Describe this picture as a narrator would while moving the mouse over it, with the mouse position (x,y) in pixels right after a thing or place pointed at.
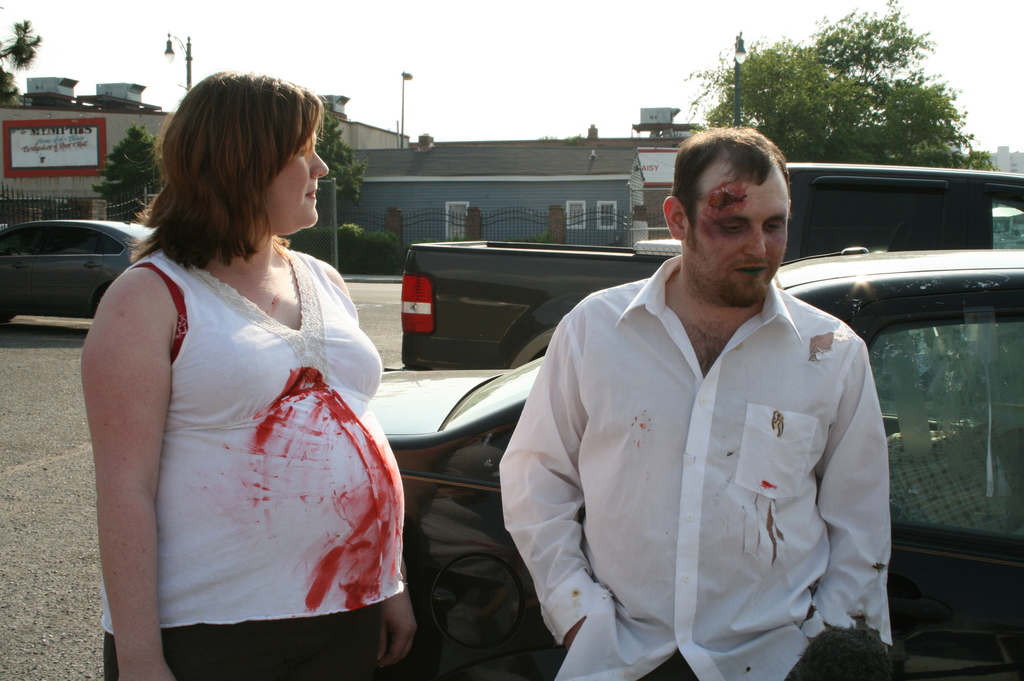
In this picture there is a woman (320,316) who is the wearing t-shirt (260,497) and jeans (269,640). Beside her there is a man (651,407) who is wearing shirt (682,536) and trouser (653,673). Both of them are standing near to the car (925,410). In the back (599,262) I can see the truck (476,259) and other vehicles (88,267) on the road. In the background (389,152) I can see the building (109,127), shed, street light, poles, trees (810,110) and other objects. At the top (523,55) I can see the sky (381,63).
